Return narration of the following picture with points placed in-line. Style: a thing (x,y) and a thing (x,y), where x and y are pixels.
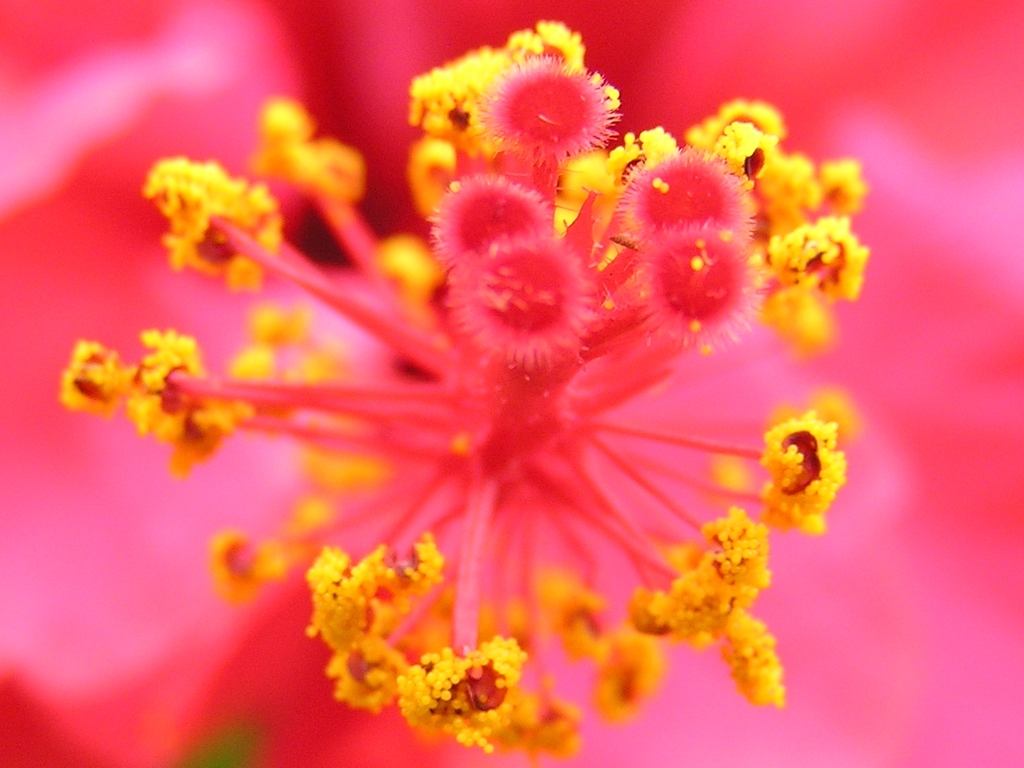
In this image in the foreground (316,149) there is a flower (533,488), and there is a pink background (869,683).
